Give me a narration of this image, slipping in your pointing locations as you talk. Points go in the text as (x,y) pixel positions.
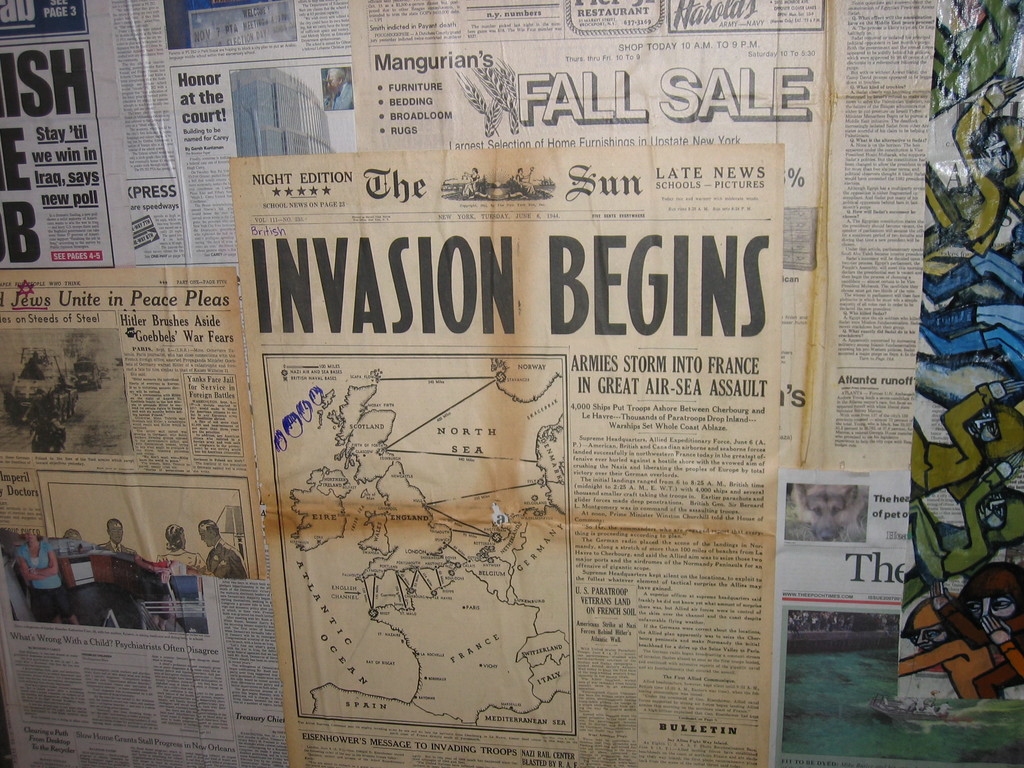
In this image we can see news papers (346,378).
